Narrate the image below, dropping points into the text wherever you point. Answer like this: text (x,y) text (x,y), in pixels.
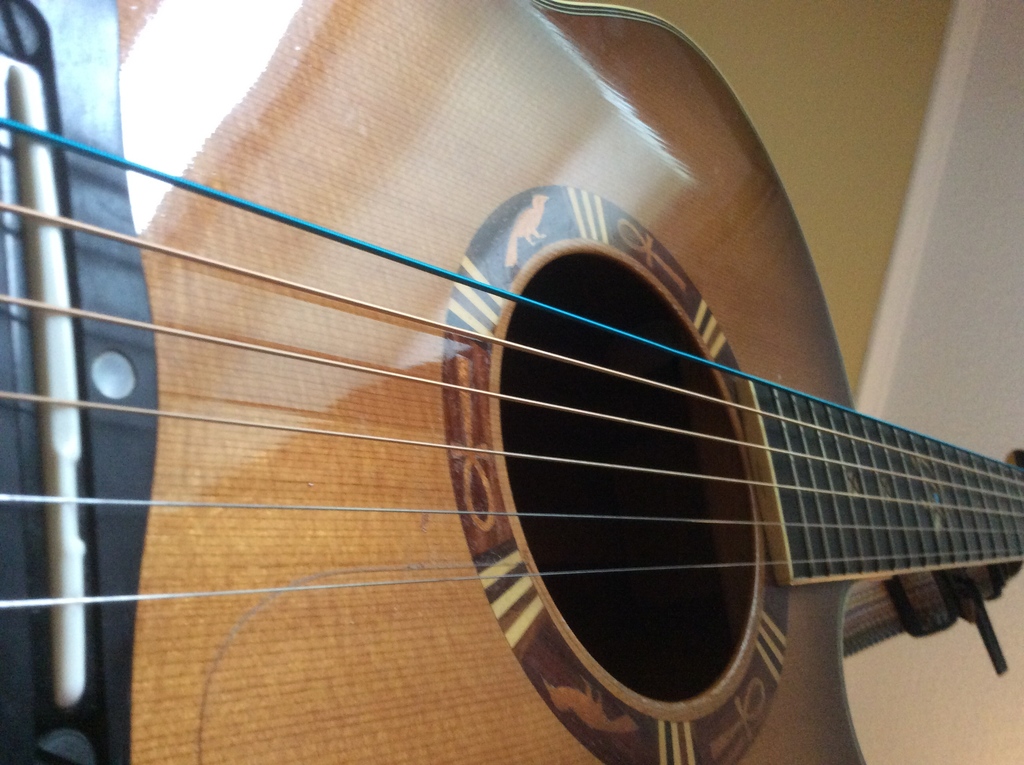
This picture is mainly highlighted with a guitar (572,614).
